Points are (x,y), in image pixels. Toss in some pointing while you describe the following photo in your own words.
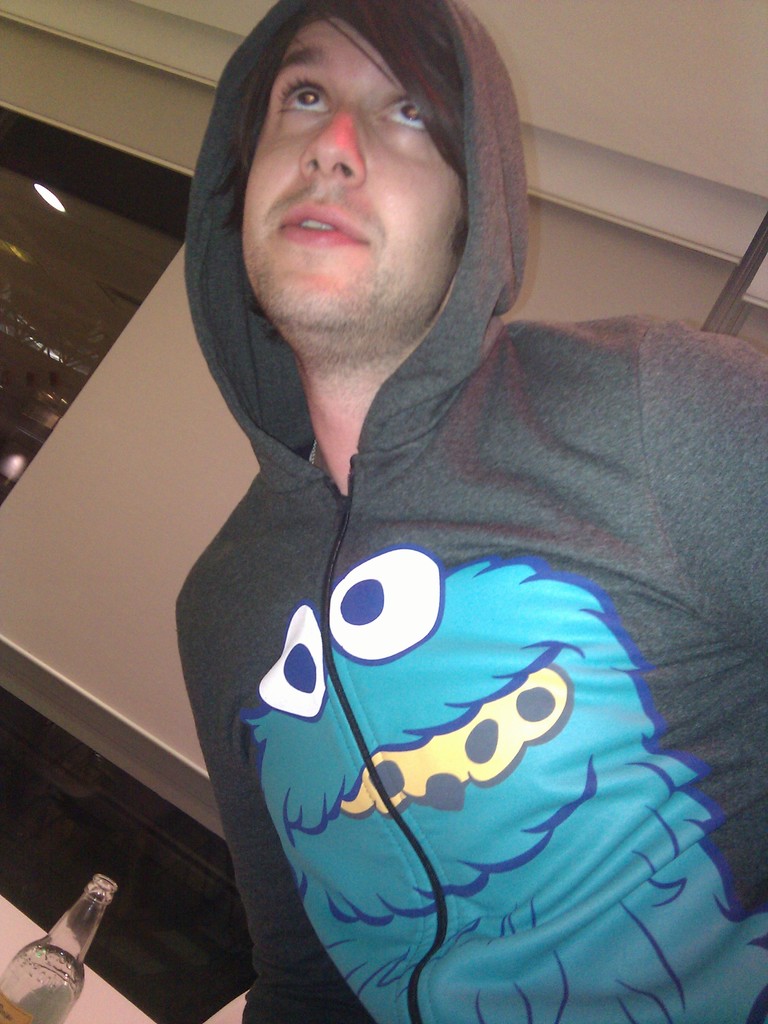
In this Image I see man (360,676) who is wearing a hoodie (619,451) and there is a bottle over here, In the background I see the light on the ceiling (71,91).
